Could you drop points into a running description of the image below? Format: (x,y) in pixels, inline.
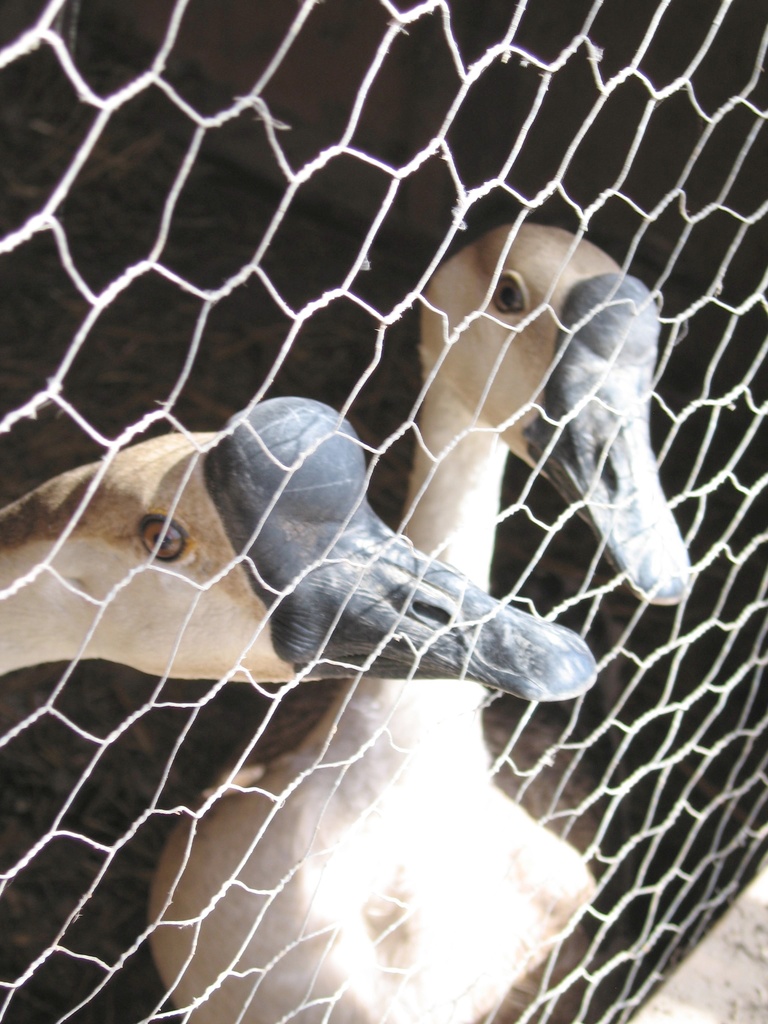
There are two ducks (321,500) present behind to a white color net (454,163) as we can see in the middle of this image (436,466).
